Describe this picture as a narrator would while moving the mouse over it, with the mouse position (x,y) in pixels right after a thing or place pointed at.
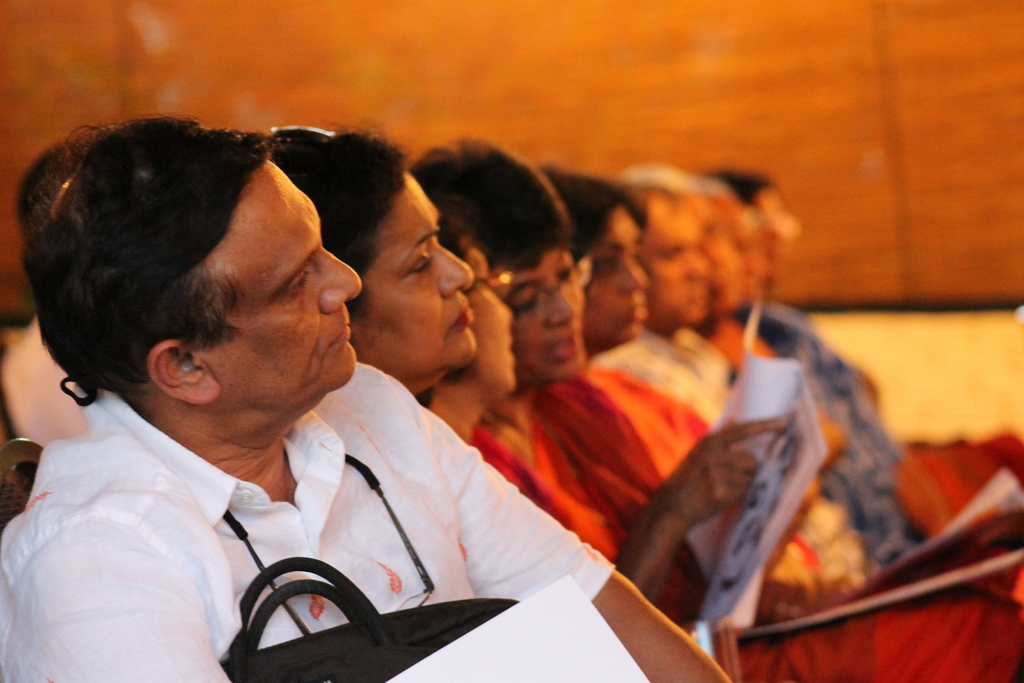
In the image we can see there are many people (365,395) sitting in a row, they are wearing clothes (560,398), these are the spectacles (411,592), papers (530,631), book (775,535) and the background is blurred.
